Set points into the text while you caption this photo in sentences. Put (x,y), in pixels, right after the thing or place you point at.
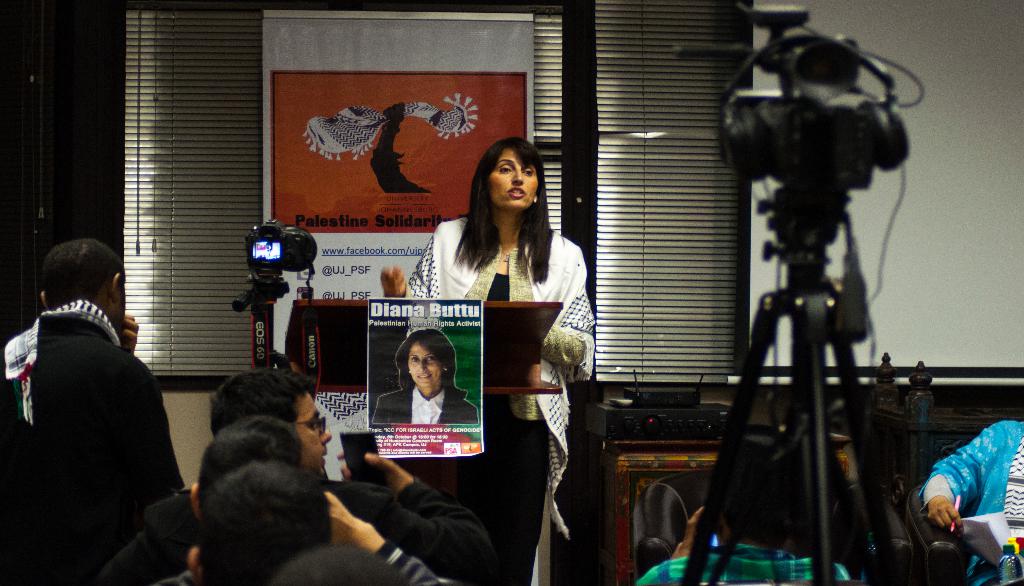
In the picture I can see there is a woman (474,291) standing here behind the wooden table (498,341) and there is a screen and a banner (374,82). There are few people (152,431) in front of her and there are cameras (300,254).
